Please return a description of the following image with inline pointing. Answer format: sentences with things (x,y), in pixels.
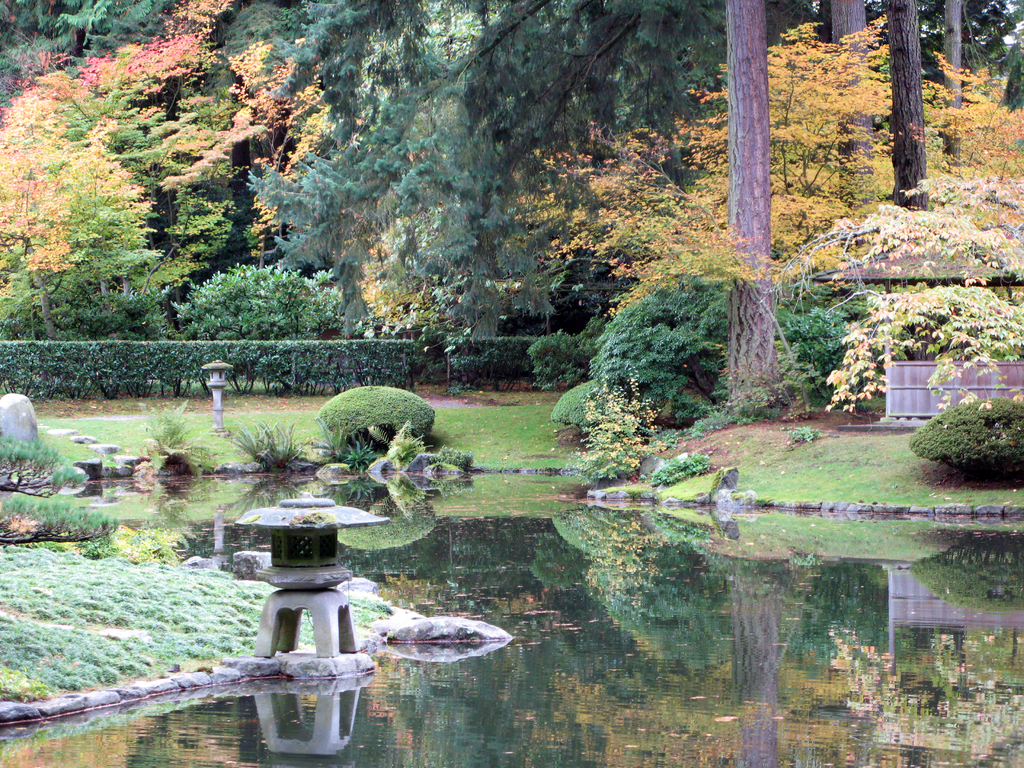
In this image I can see some water (748,671), some grass (120,614), few plants (322,416) and the ground (874,416). In the background (692,316) I can see few trees (478,122) which are green, orange and pink in color.
